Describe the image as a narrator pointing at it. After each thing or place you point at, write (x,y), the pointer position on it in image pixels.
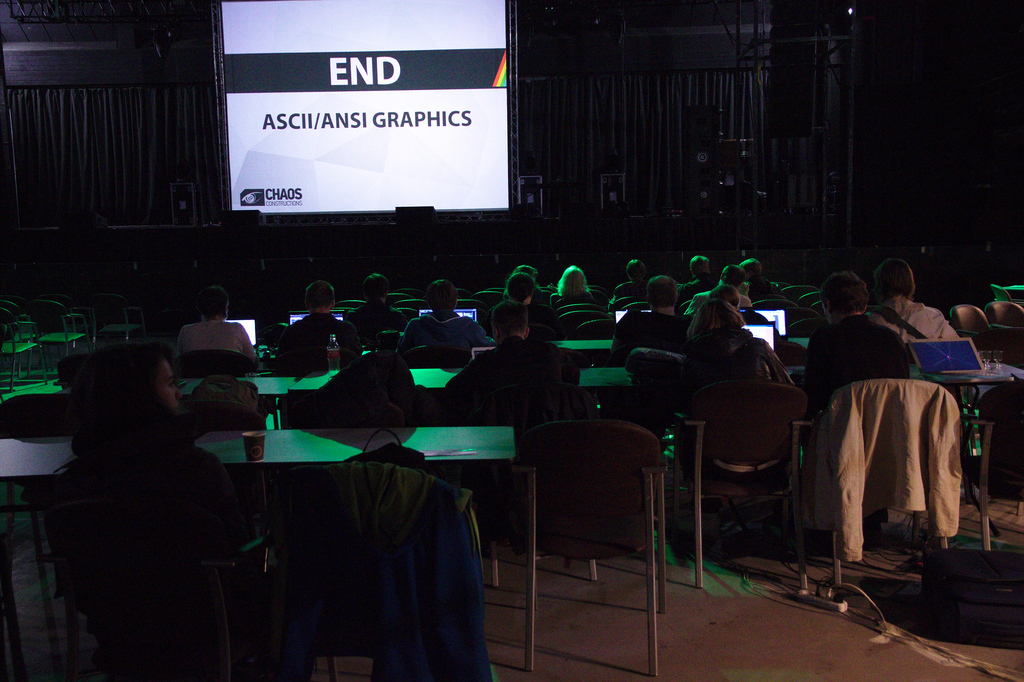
In this picture we can see there are groups of people (522,291) sitting on chairs (720,431) and in front of the people (832,334) there are tables (268,391) and on the tables (279,436) there are laptops (246,326), cup (256,443), and a bottle (337,363). In front of the people (305,330) there is a projector screen (272,88) and other things (587,148).
